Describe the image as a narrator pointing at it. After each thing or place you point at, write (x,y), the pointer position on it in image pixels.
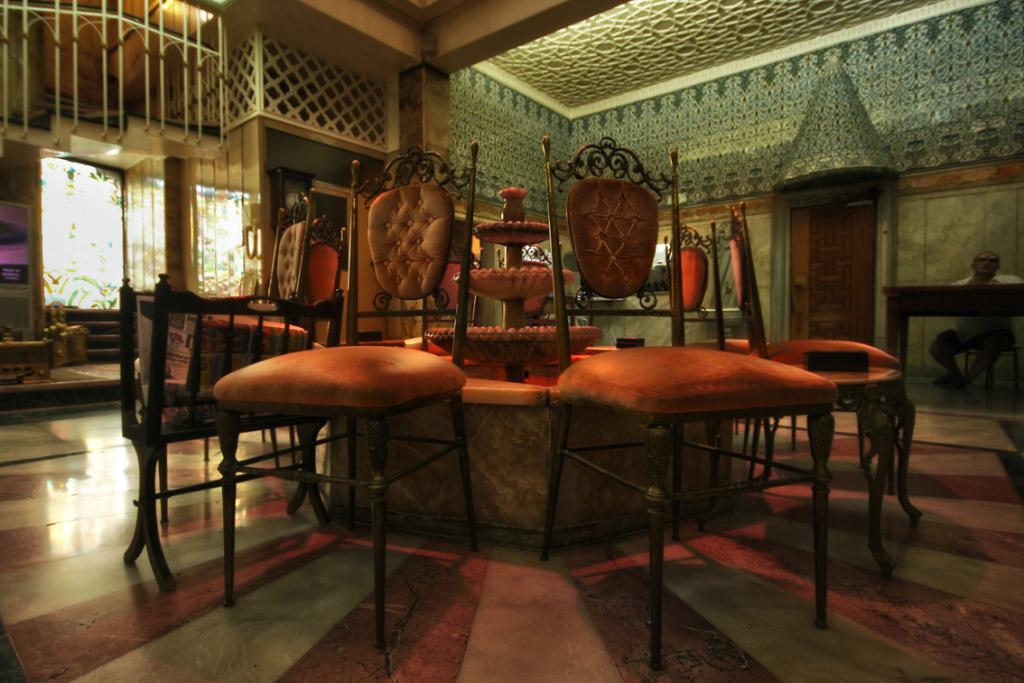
There are chairs (606,217) in a room (921,343). There is a fountain (548,361). A person (946,360) is sitting on the right (987,276) and there is a table (1019,302) in front of him. There is a window (113,246) and stairs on the left (127,236).
